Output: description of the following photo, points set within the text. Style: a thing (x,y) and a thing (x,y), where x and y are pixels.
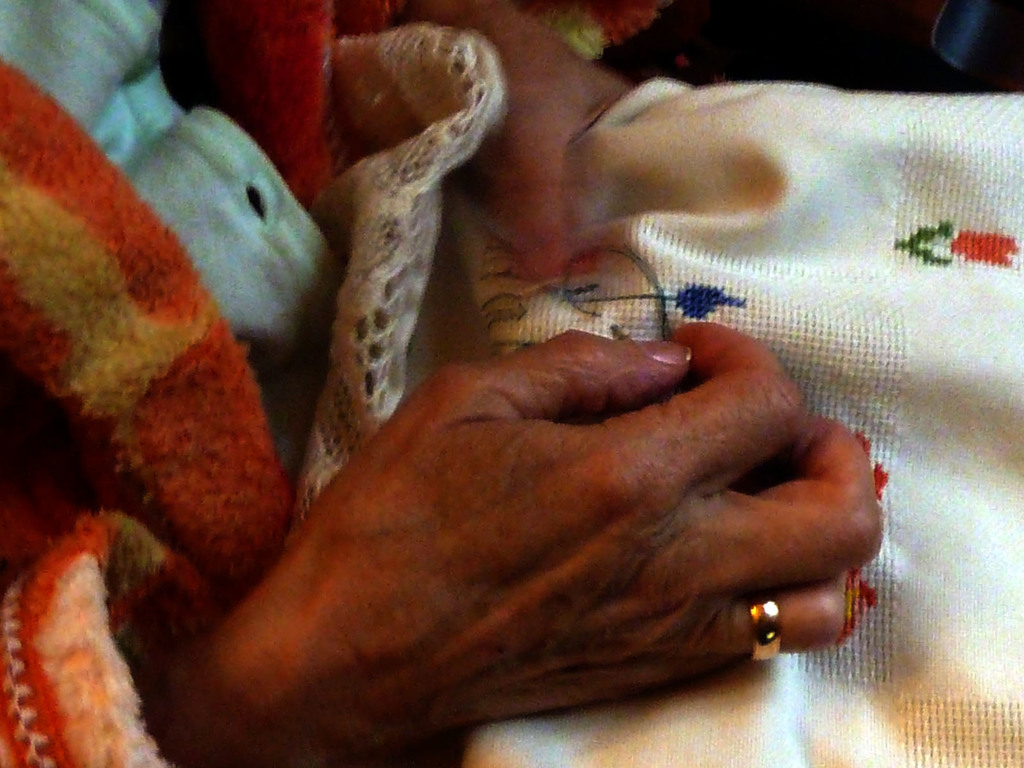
Here in this picture we can see a person (639,466) knitting something on the cloth (644,295) present over there.
